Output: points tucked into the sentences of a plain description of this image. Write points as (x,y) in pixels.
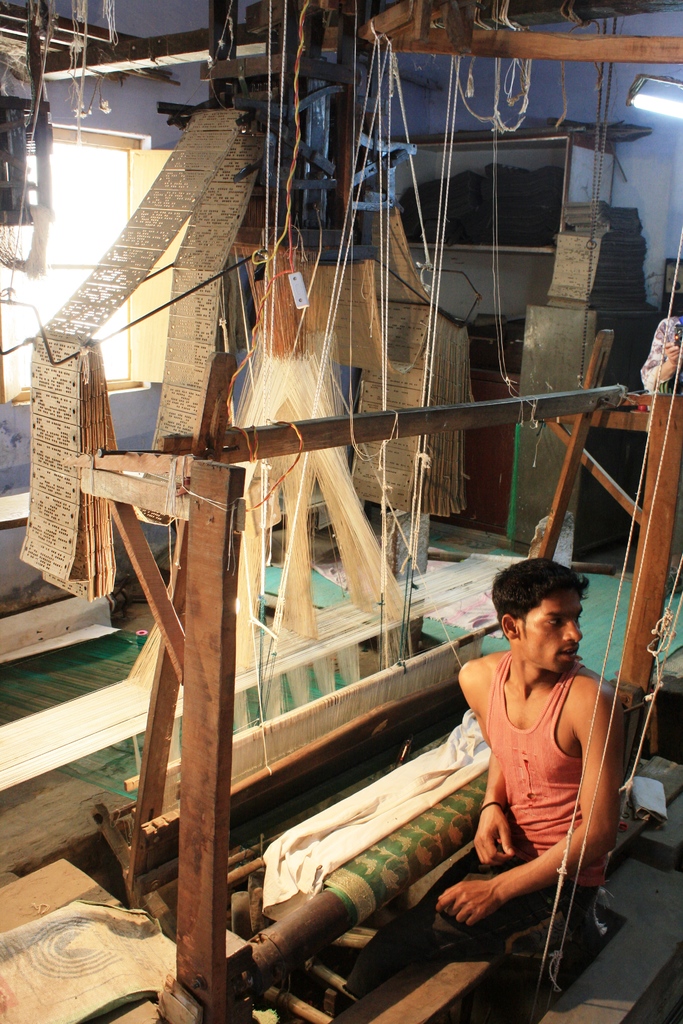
In the picture we can see a weaving sets (353,621) in a home (72,187) and a man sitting near it and turning back and in the background (586,70), we can see a wall (627,152) and a light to the wall (603,119).
